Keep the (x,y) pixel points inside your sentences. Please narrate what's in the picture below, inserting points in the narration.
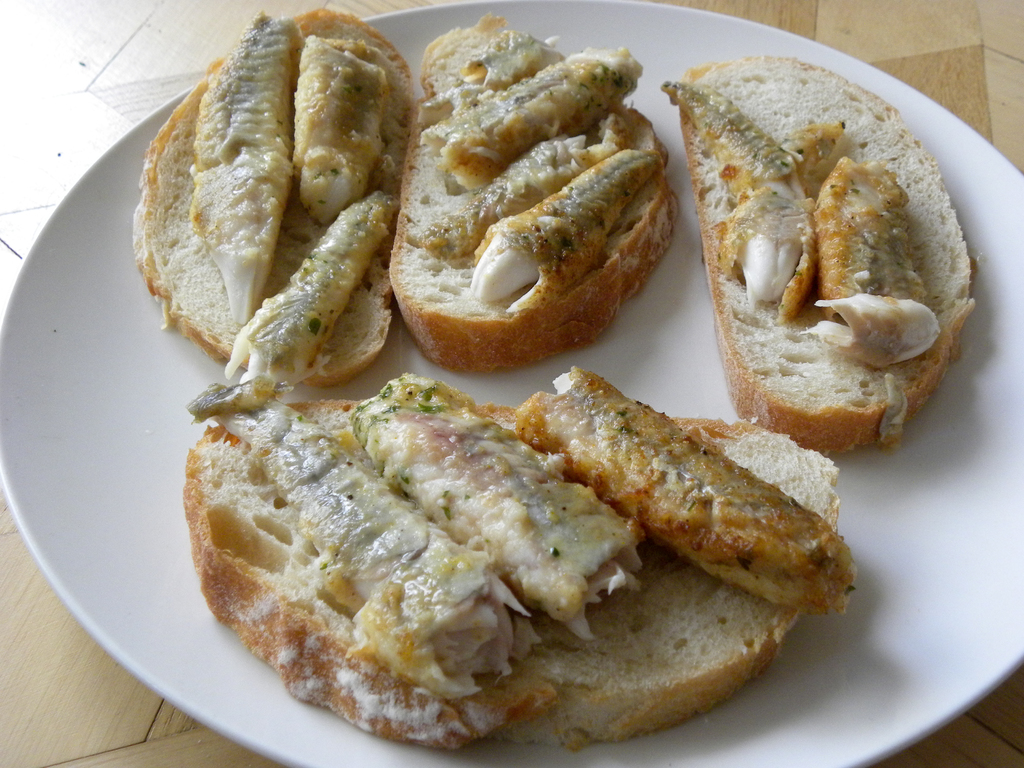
In this image there is a plate (1018,393). On the plate (679,116) there are bread pieces (577,300).
